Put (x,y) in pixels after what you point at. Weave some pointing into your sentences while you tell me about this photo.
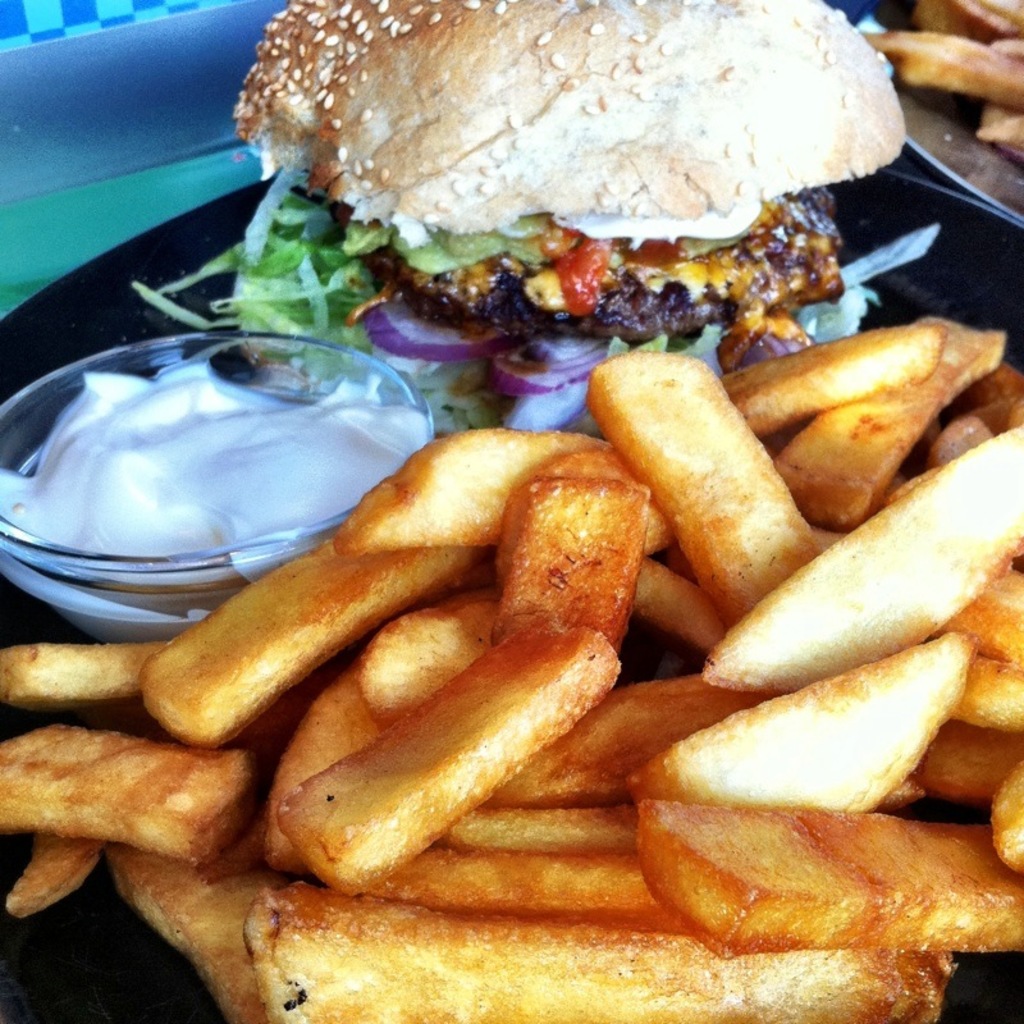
In this image we can see french fries (658,795), burger (588,214), cream (329,468) in a bowl (307,468) are on a plate (71,305). On the right side (931,56) at the top corner (988,97) we can see food item (957,90) in a plate (938,98).
